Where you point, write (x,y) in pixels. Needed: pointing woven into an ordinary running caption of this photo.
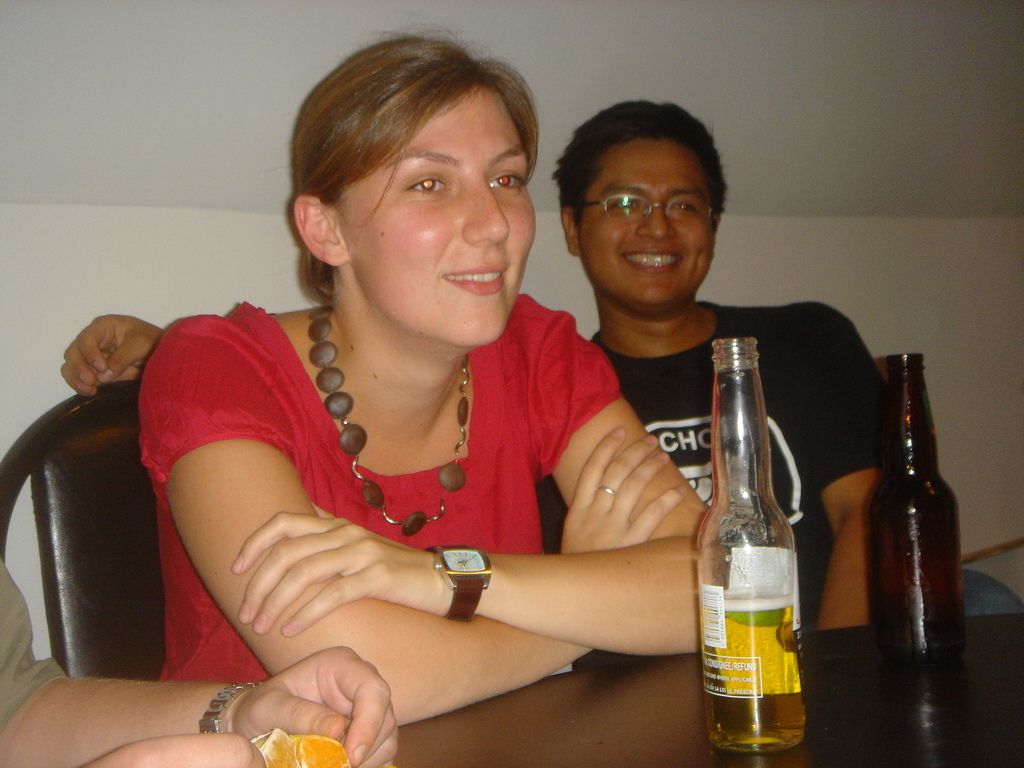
This picture shows three people (158,491) seated on the chair (79,646) and we see two bottles (714,726) on the table (965,662).
